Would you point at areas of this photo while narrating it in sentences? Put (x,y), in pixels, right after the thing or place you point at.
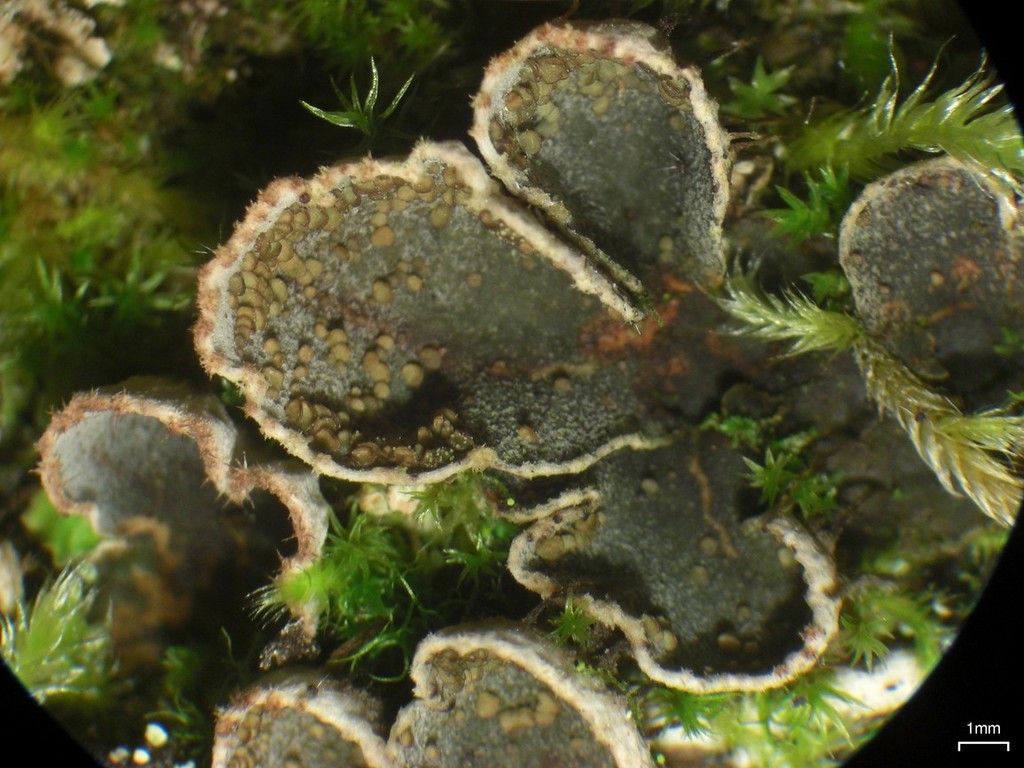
In this image I can see a plant (352,596). The leaves (366,587) are in green color.
